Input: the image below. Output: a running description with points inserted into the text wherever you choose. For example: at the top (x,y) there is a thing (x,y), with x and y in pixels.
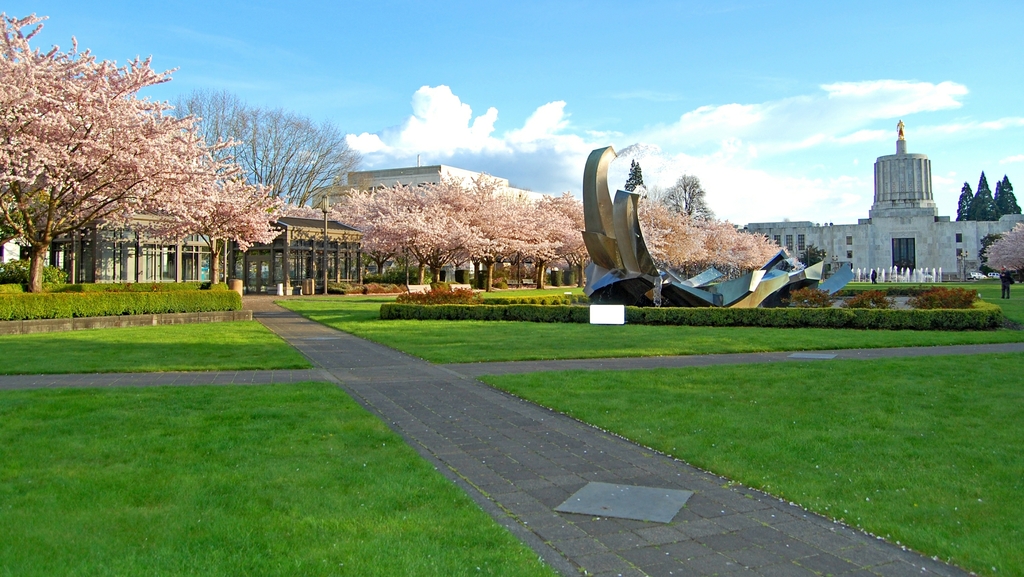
In this image there are trees (417,237) and we can see buildings (997,224). There is a sculpture (791,279). At the bottom (289,566) there is grass (658,417) and we can see hedges (554,306). There is a fountain (904,279). In the background (606,104) there is sky (437,97).
